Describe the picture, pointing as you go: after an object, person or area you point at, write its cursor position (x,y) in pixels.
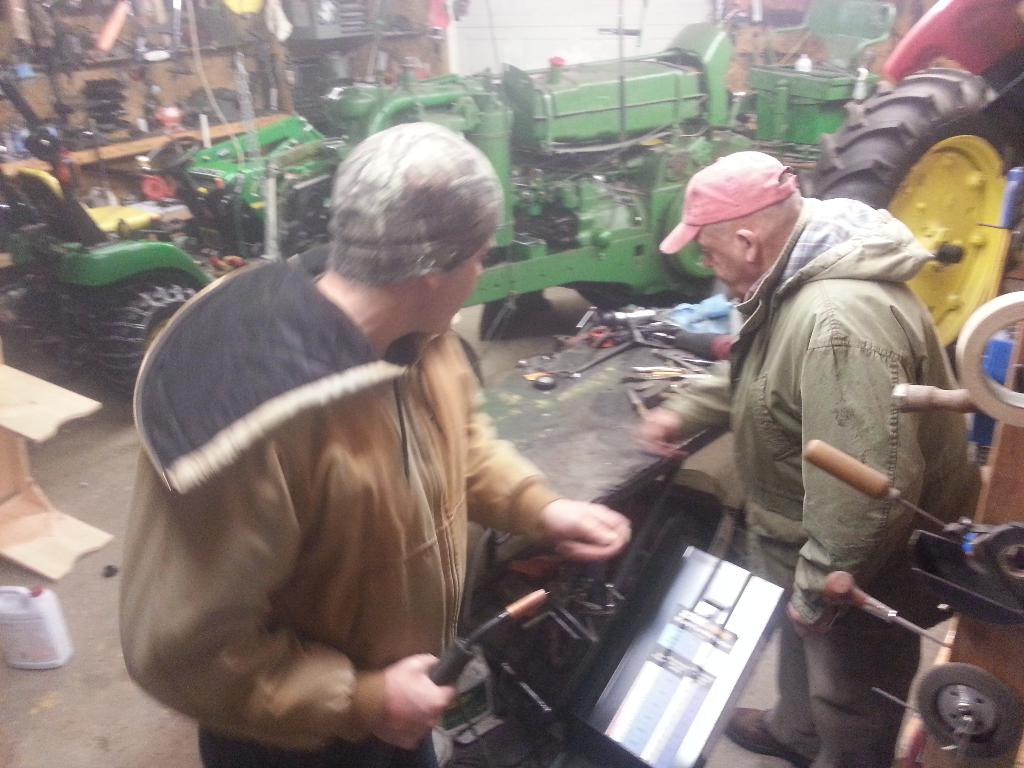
In this image I see 2 men (382,428) and I see that both of them are wearing caps (749,193) and I see a wheel (933,136) over here. In the background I see a vehicle (511,149) and I see few equipment (273,49) over here and I see the path (127,411) on which I see a bottle (10,611) over here and I see that this man (363,502) is holding a thing (537,594) in his hand (387,684) and I see few more things (656,358) over here.
